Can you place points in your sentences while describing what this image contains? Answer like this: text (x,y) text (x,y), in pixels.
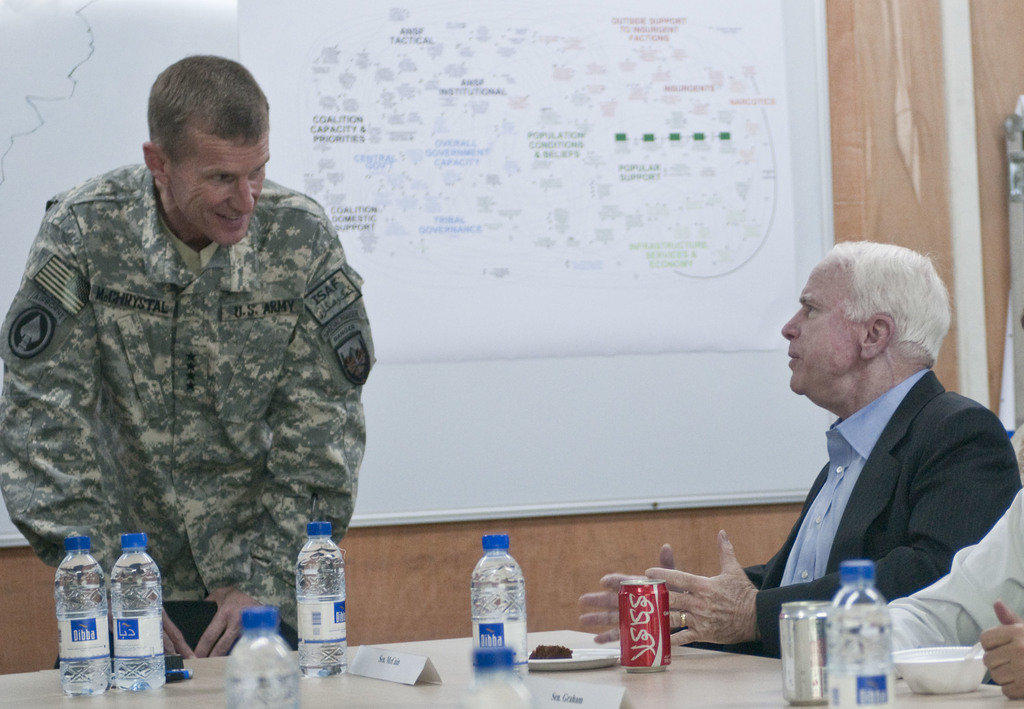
This is the man (180,445) standing and holding the chair (204,628), and another man (897,449) sitting and talking. This is the table (316,694) with water bottles (516,636), tins (632,649), plate (600,653) and name boards (543,694) on it. At the right side of the image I can see another person hand (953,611). This is the poster (718,202) attached to the wall (855,130).
